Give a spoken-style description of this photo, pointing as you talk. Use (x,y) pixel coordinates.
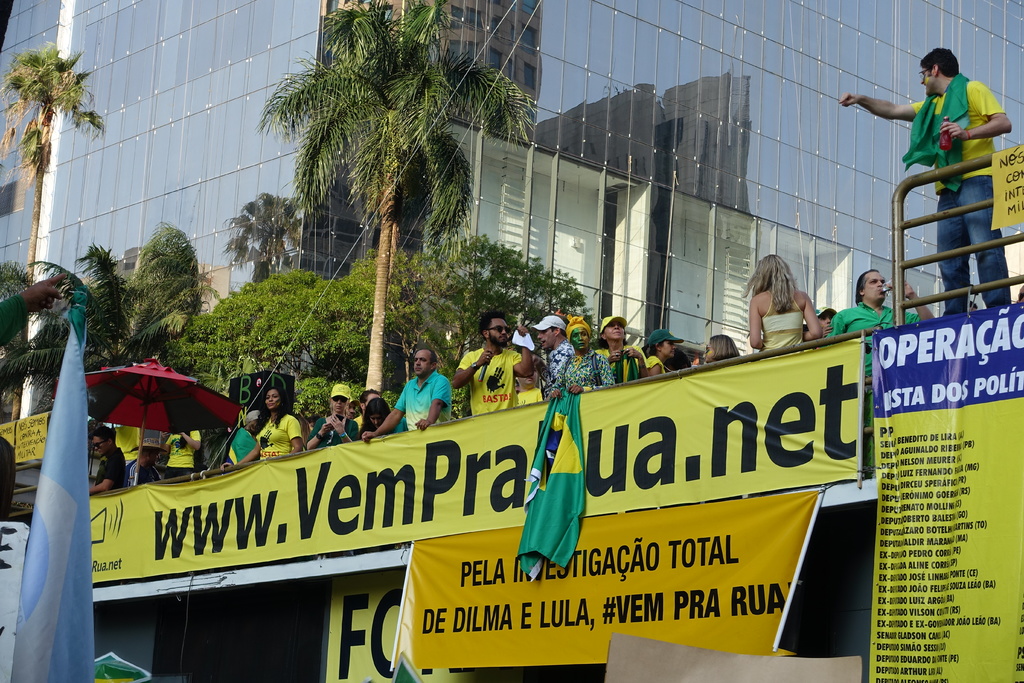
In this image we can see one big glass building (1002,139), so many banners (911,466) with some text (998,322), some boards (20,446), one tent (131,376), some people (562,357) standing, some trees (229,383), some flags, some different objects (894,252) are on the surface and some people (121,448) are holding some objects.
